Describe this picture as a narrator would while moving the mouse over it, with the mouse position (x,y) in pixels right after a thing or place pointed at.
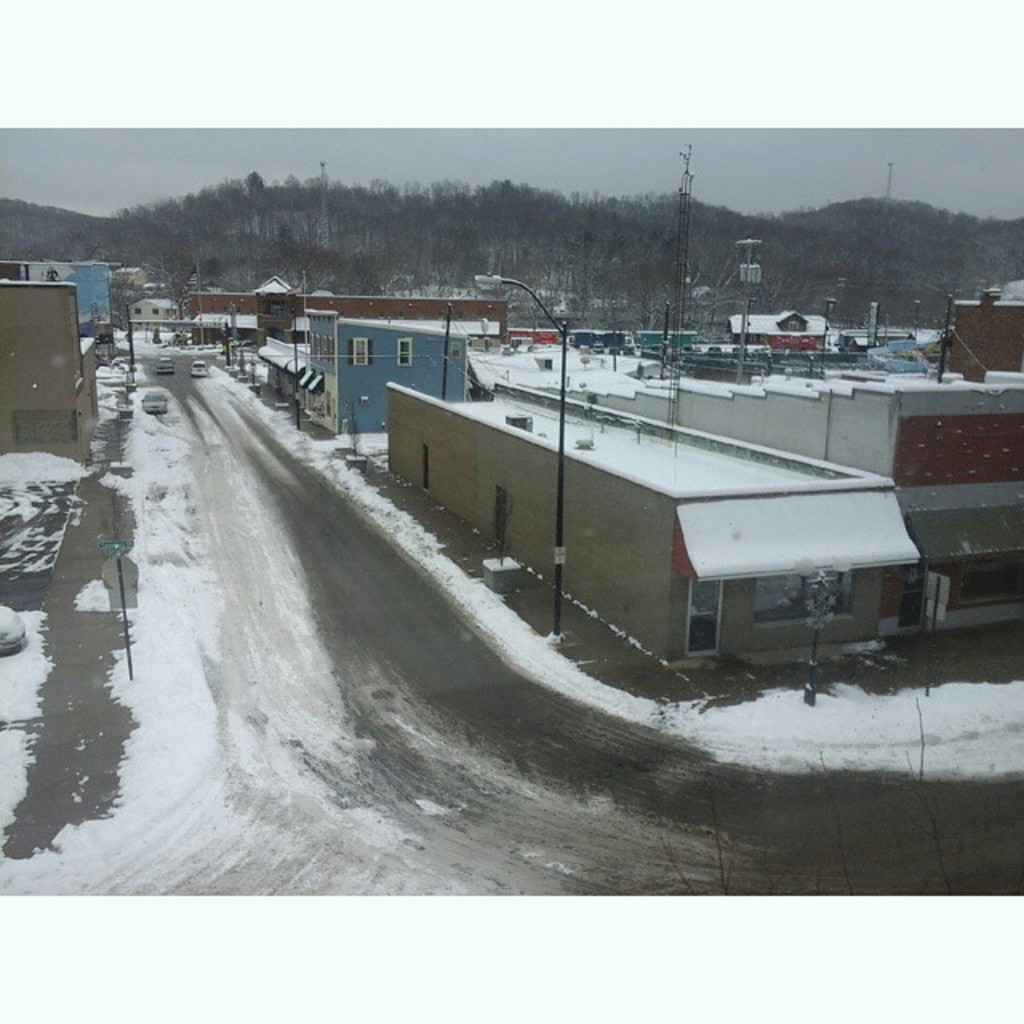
In the center of the image (552,385) we can see the sky (845,172), clouds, trees (886,240), poles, buildings (964,461), sign boards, windows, snow (156,451), few vehicles (197,368) on the road (266,560) and a few other objects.
